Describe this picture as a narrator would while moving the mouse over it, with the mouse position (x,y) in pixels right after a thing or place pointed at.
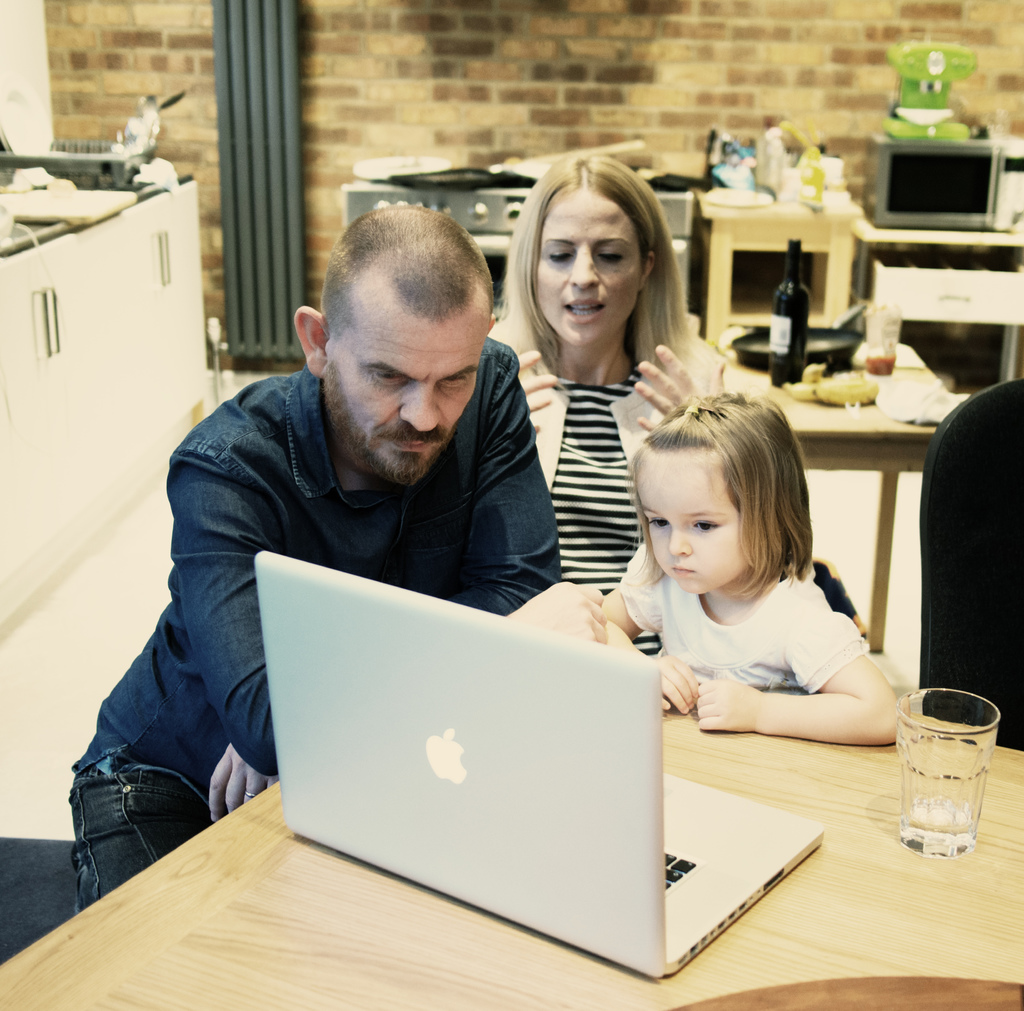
In this image I can see a man (146,731), a woman (626,530) and a girl (895,724). I can also see glass (906,712) and a laptop (598,914) on this table (591,985). In the background (801,357) I can see a bottle (780,334) and few stuffs (407,205) near this wall (661,132).
